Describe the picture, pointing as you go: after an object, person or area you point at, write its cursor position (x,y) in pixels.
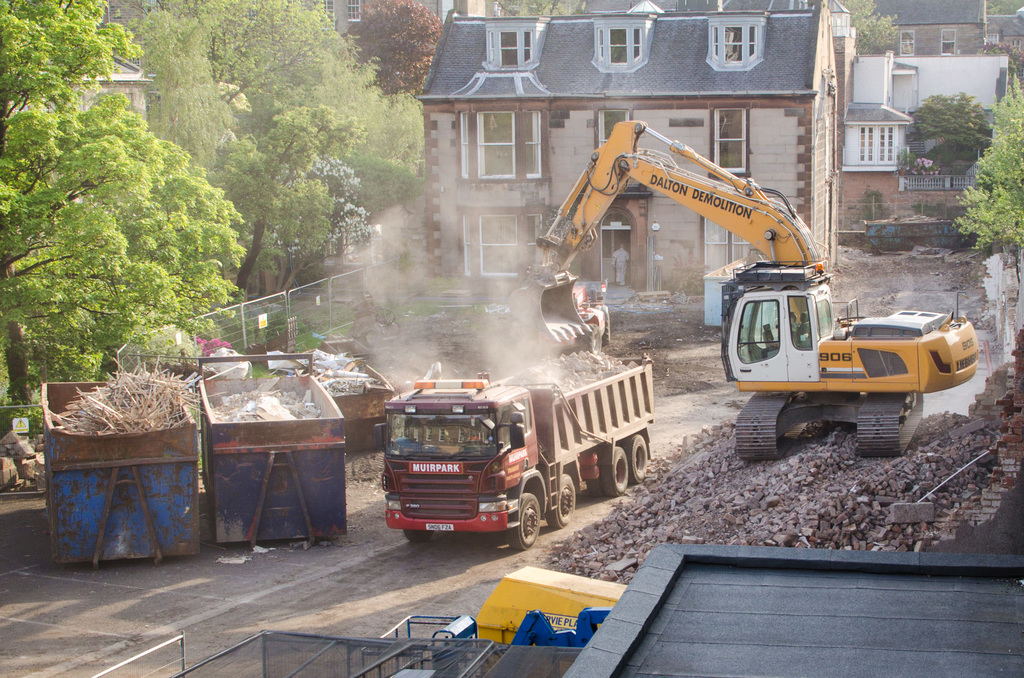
There are vehicles (440,423), it seems like trash bins (292,436) and stones (617,536) in the foreground area of the image (544,416). There are trees (383,137) and buildings (545,95) in the background (927,124).
